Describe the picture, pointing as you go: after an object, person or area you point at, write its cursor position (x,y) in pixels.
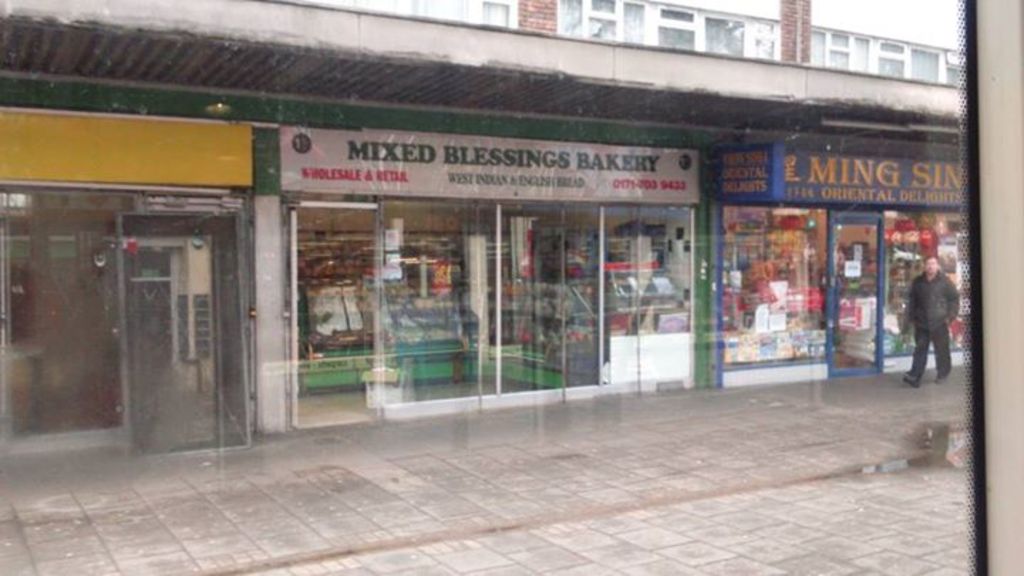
In the image we can see a man (918,315) walking, wearing clothes (932,316) and shoes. Here we can see footpath (619,513), there are shops (660,318) and the posters (548,165). Maybe it's raining and we can see water (924,451) on the footpath (937,449).
